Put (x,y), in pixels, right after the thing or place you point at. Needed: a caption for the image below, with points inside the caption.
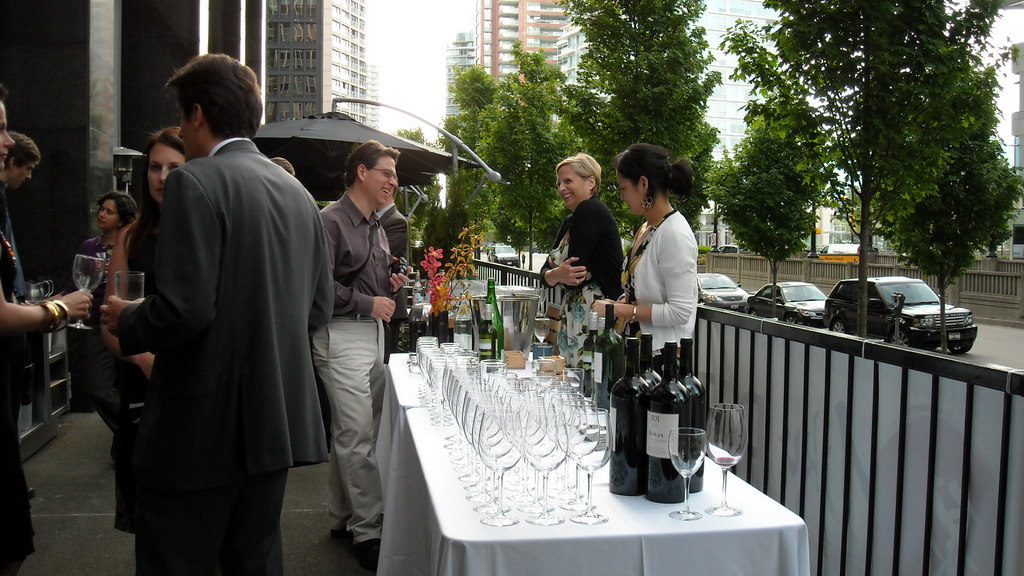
There are many people (271,226) standing. On the left side (129,311) people (119,309) are holding glasses (96,284). And there is a table (469,525) in the front (552,513). On the table (622,514) there are glasses (470,405), bottles (613,377) and a flower vase (445,307). On the right side (880,404) there railings (866,417), vehicles (811,315) parked on the road (981,329) and also there are trees (542,147). In the background (329,38) there are buildings (466,44).
